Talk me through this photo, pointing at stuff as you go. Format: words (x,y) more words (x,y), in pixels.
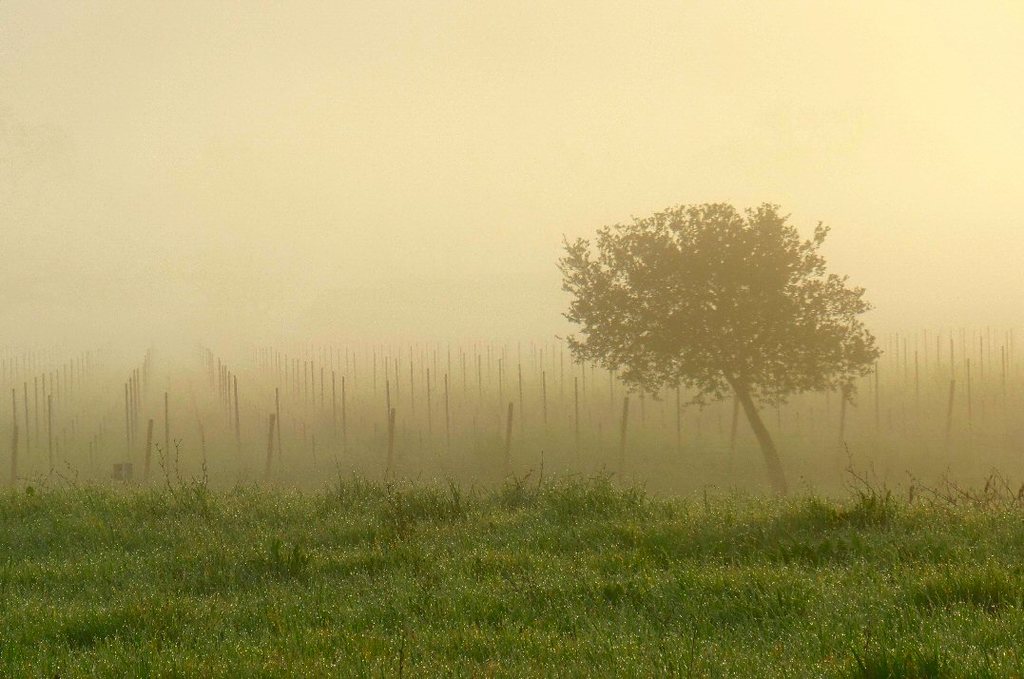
This picture shows a tree (676,332) and we see plants (472,549) and few sticks (321,400) and we see fog (454,196).
